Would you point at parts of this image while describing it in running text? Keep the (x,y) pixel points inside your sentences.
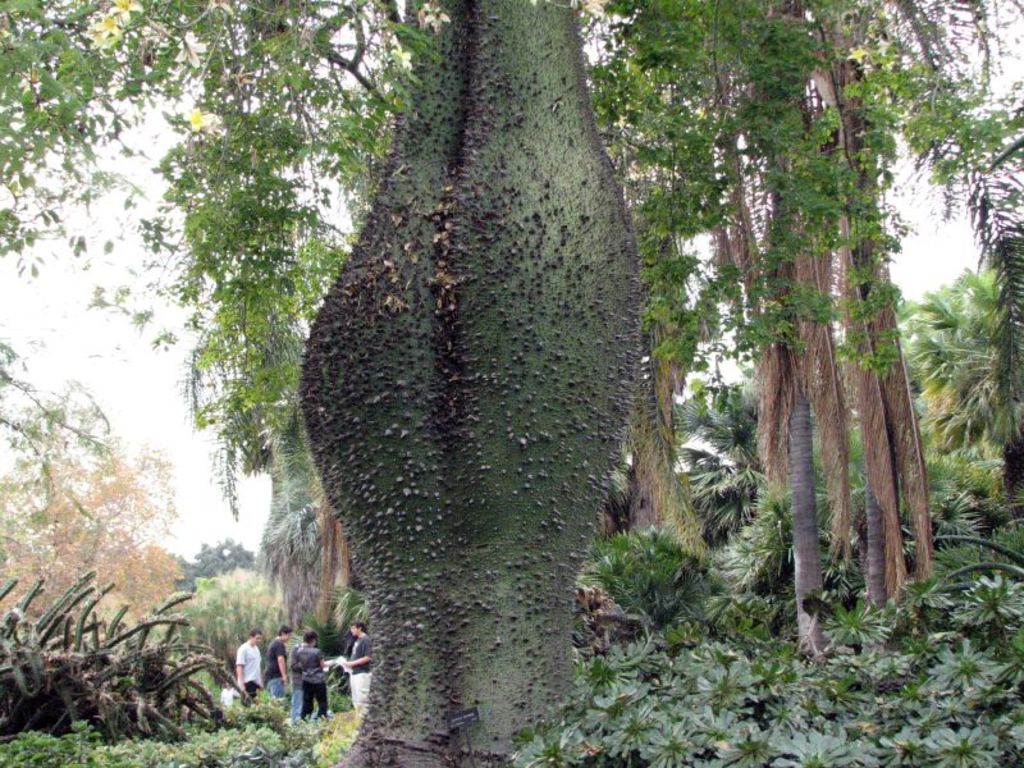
In this picture we can see trees (449,737), plants (727,574), flowers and a group of people (280,680) standing and in the background (189,471) we can see the sky (104,240).
